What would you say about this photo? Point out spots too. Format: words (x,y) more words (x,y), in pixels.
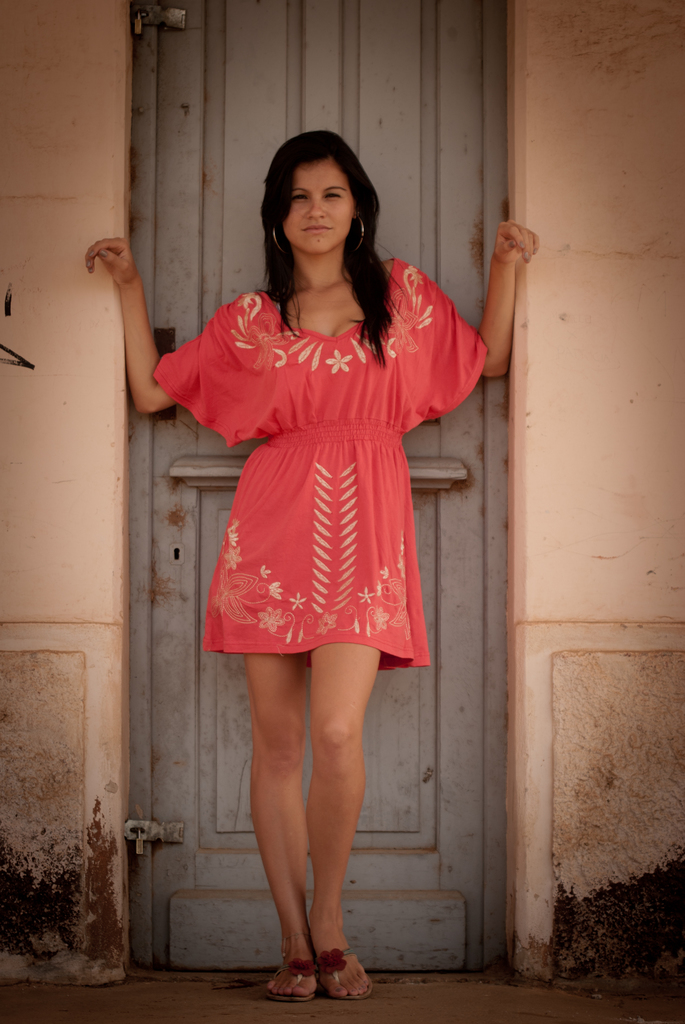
In this image, we can see a woman (328,638) is standing near the door (309,669) and walls (643,538). She is seeing. At the bottom (501,1016), we can see a floor (336,1021).
